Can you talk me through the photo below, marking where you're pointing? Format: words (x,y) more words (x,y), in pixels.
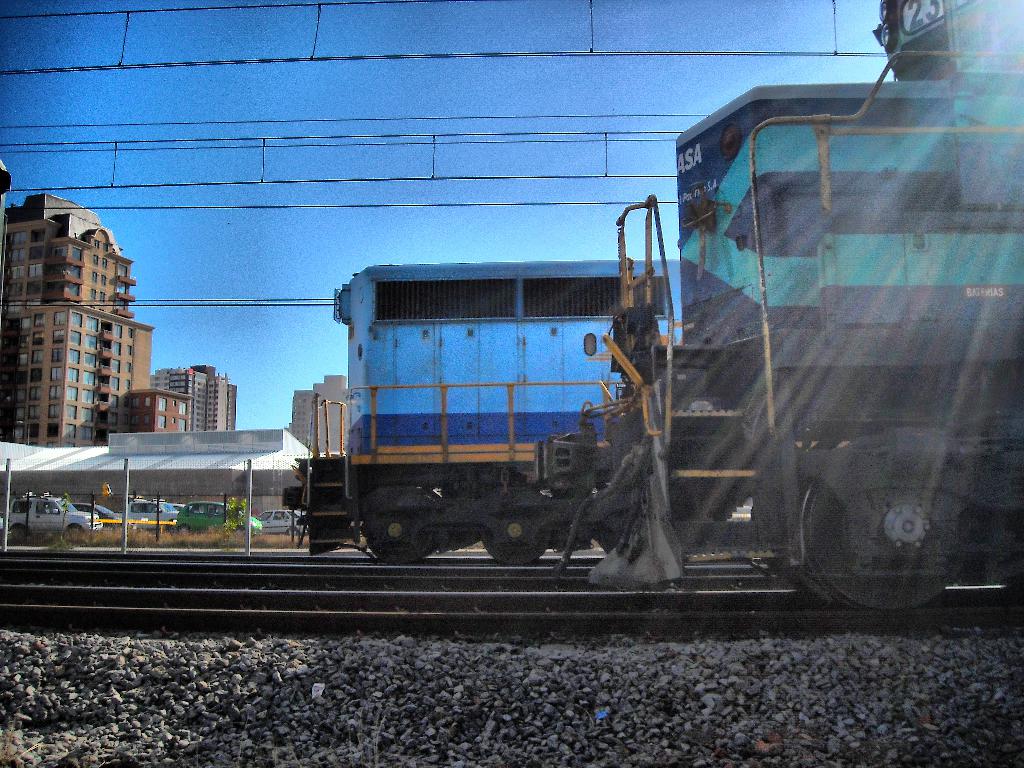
In this image there are trains (924,584) on the railway tracks (979,601), and in the background (209,516) there are vehicles (205,517), grass (39,536), buildings (136,480), cables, sky (563,47).
